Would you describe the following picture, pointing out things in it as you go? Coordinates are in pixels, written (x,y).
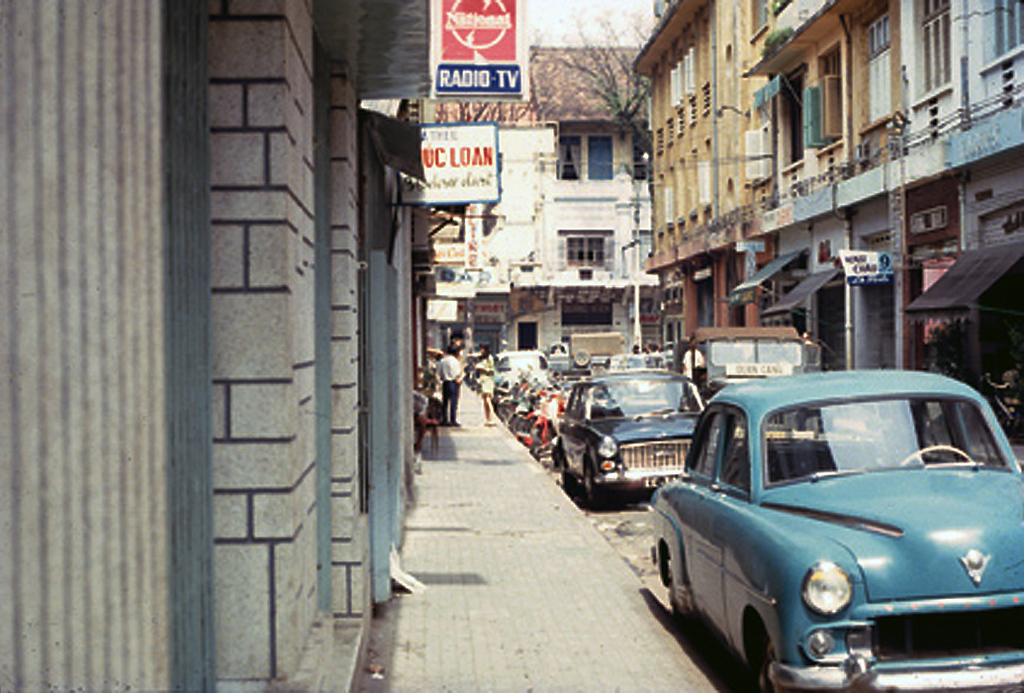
In this image I can see few buildings (538,287), windows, dry trees (615,126), boards (502,7), few people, stores (420,228), sky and few vehicles (699,487) on the road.
